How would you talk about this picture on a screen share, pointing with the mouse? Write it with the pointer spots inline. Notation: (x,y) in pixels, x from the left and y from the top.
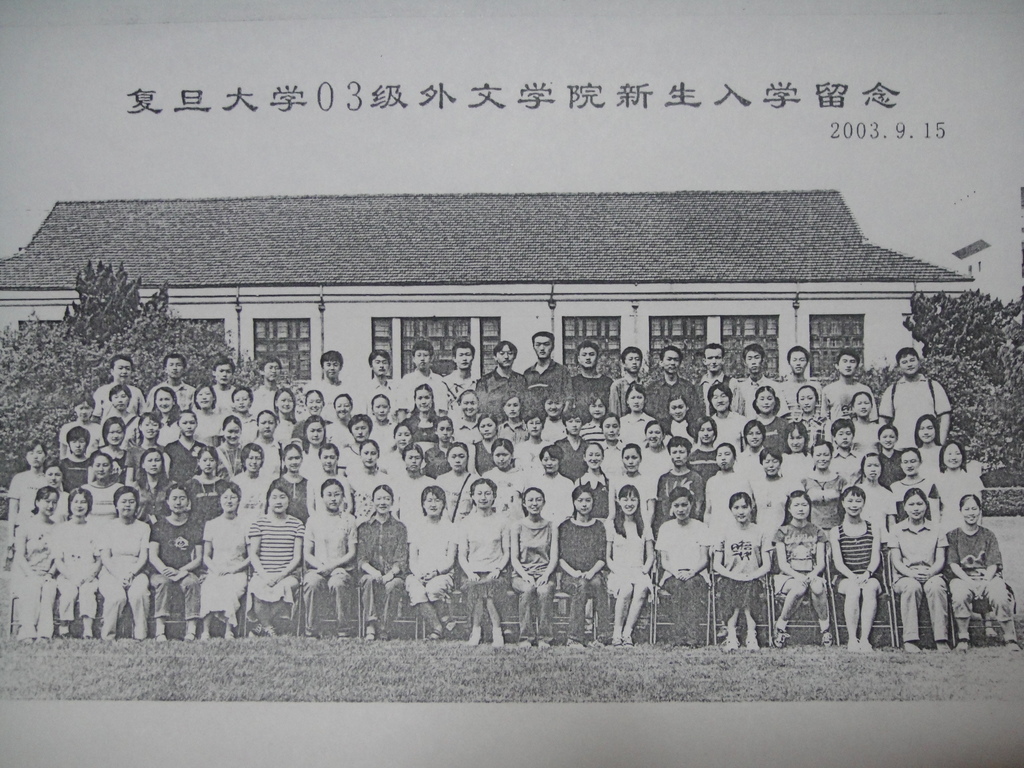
In this picture we can see some people (807,528) are sitting and some people (204,486) are standing, in the background (570,249) there is a house (570,249), we can see some trees (972,375) on the right side (988,375) and left side (84,331), there is some text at the top of the picture (287,110), it is a black and white image.
